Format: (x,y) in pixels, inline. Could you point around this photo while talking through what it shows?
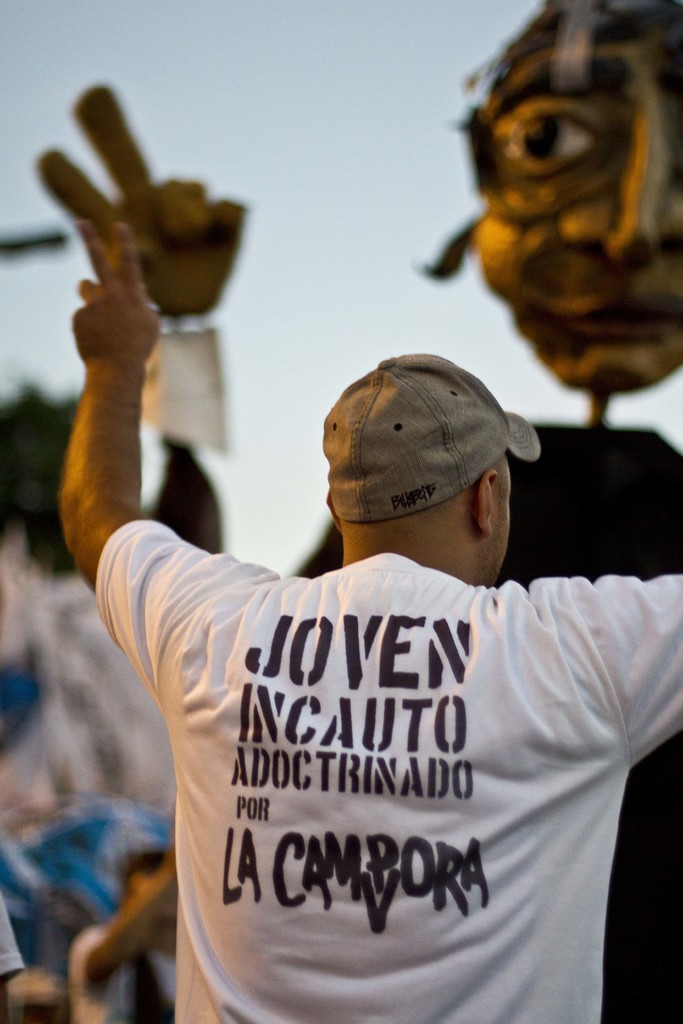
In the foreground of the picture (326,711) there is a person (396,664) wearing white t-shirt (377,698) and cap (391,500). In the center (262,356) it is blurred. In the background (586,145) there is a mask (587,162).
